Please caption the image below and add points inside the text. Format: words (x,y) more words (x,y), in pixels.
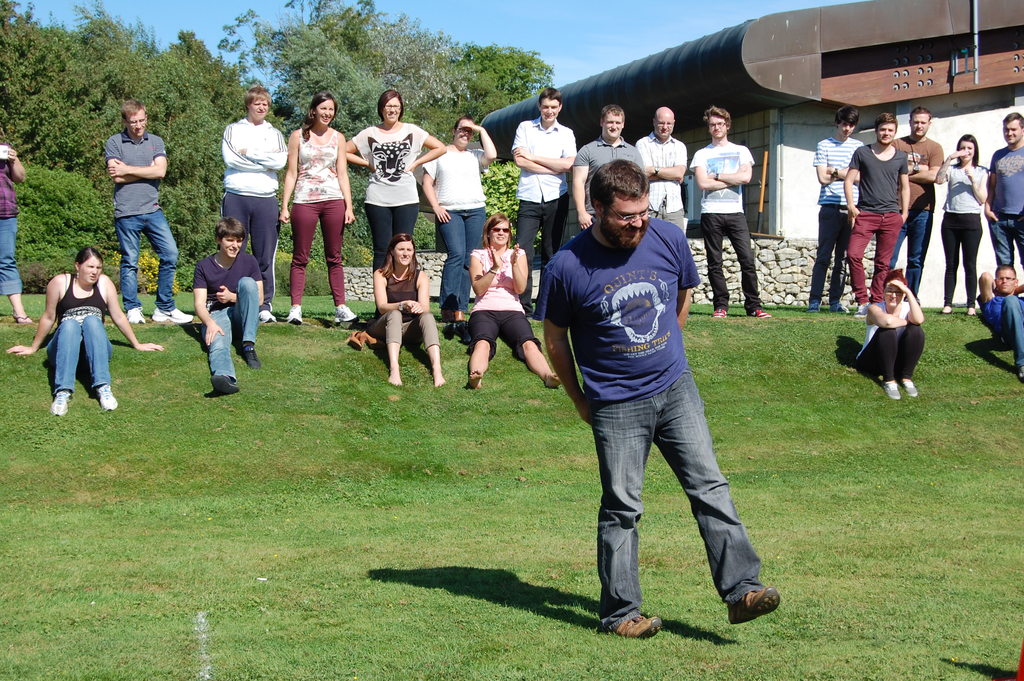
In this image I can see few people (656,173) are standing and few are sitting in the garden (456,466). They are wearing different color dress (384,174). Back I can see trees (389,50), building (839,26) and rock wall (779,254). The sky (547,39) is in blue color.
